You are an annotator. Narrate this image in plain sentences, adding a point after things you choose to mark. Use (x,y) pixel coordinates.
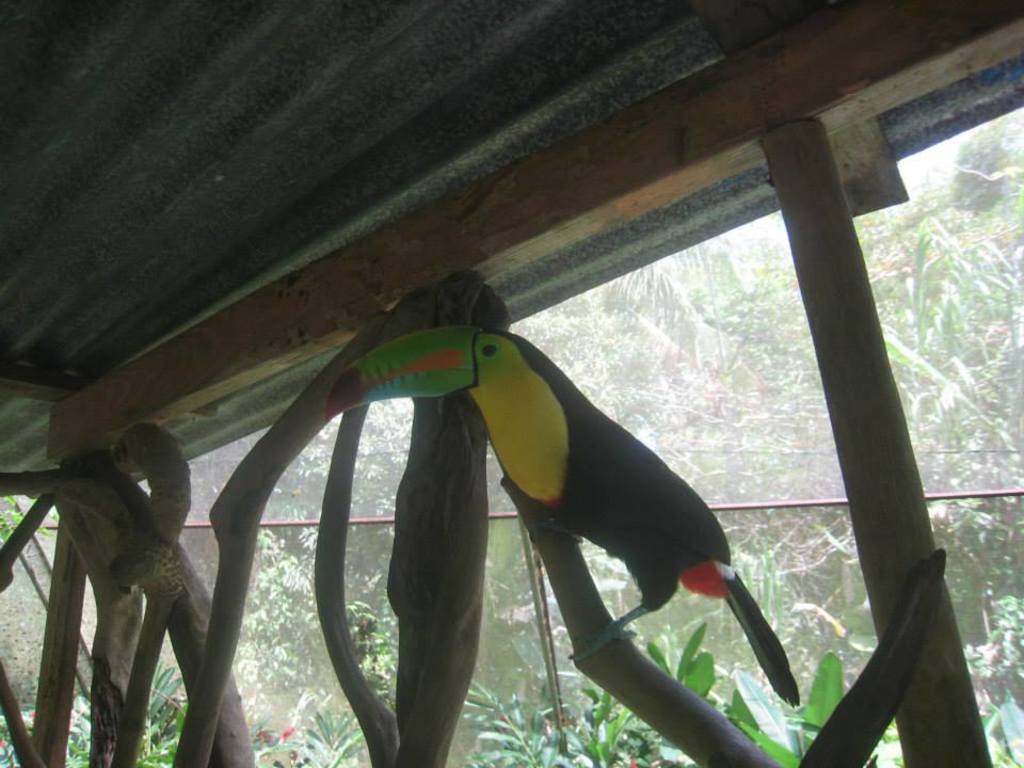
There is a bird (784,653) on a wooden pole (573,599). There are many wooden poles (194,605). In the back (455,737) there are many plants (753,678) and trees (809,359).
